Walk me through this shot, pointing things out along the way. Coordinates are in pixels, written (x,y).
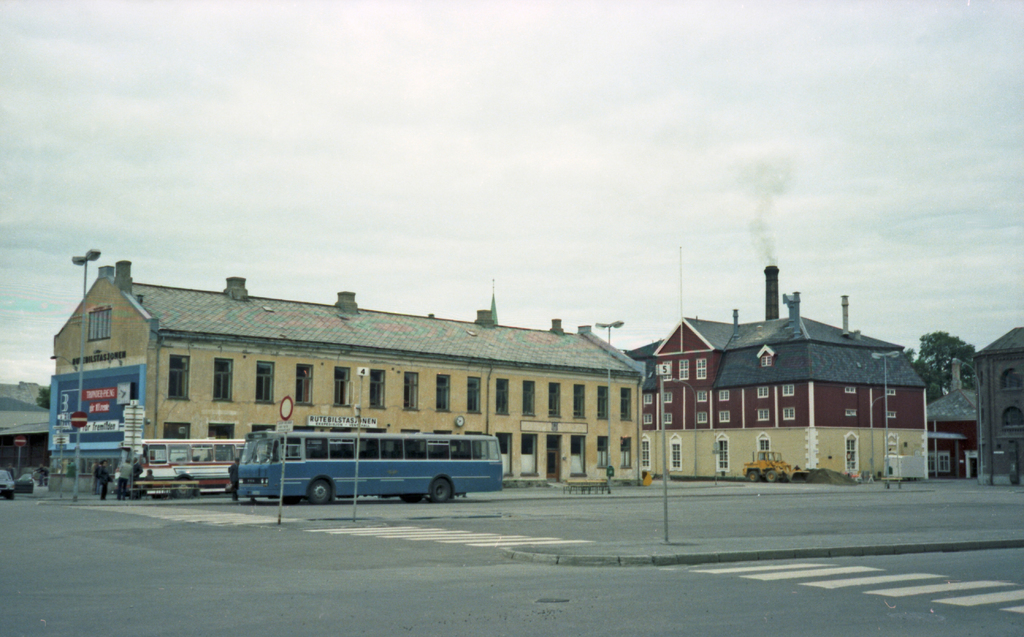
In this image we can see few buildings (782,407). In front of the buildings (212,427) we can see few vehicles (186,449) and persons (45,480). In the foreground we can see few poles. On the left side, we can see a pole (83,343) with lights (94,257). Behind the buildings (721,374) we can see the trees (926,350). At the top (680,185) we can see the sky (447,165).
